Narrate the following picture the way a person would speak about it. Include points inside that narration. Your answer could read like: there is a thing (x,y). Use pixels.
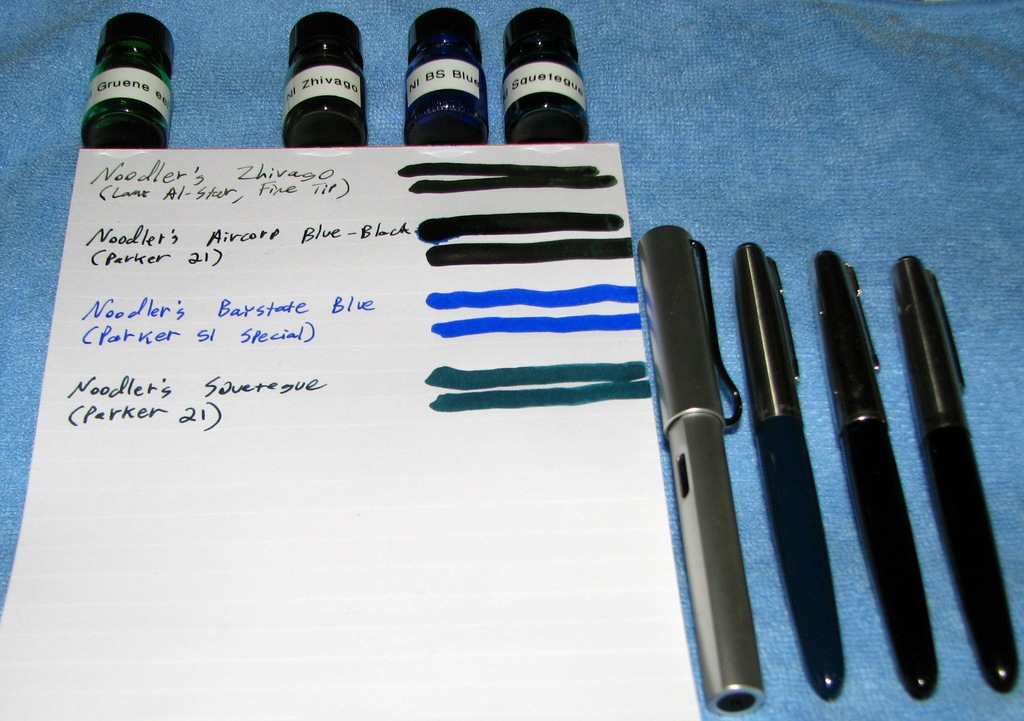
In this image I can see few pens (874,480) which are black and grey in color, a paper (264,487) with something is written on the paper (251,299) and few bottles (167,79) on the blue colored surface (662,130).
